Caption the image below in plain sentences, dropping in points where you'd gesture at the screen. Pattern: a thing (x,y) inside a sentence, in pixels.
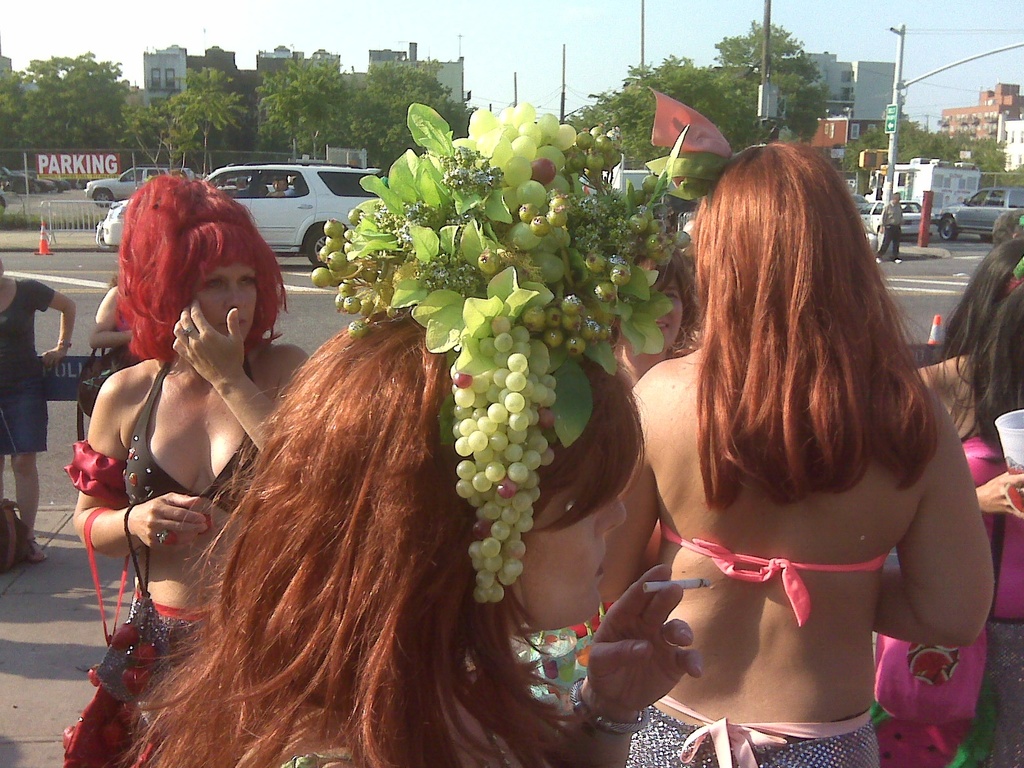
This is the picture of the road (45,272). There are group of people (613,366) standing on the road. At the back (258,226) there are vehicles (910,233), buildings (316,52), trees (688,86) and poles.
